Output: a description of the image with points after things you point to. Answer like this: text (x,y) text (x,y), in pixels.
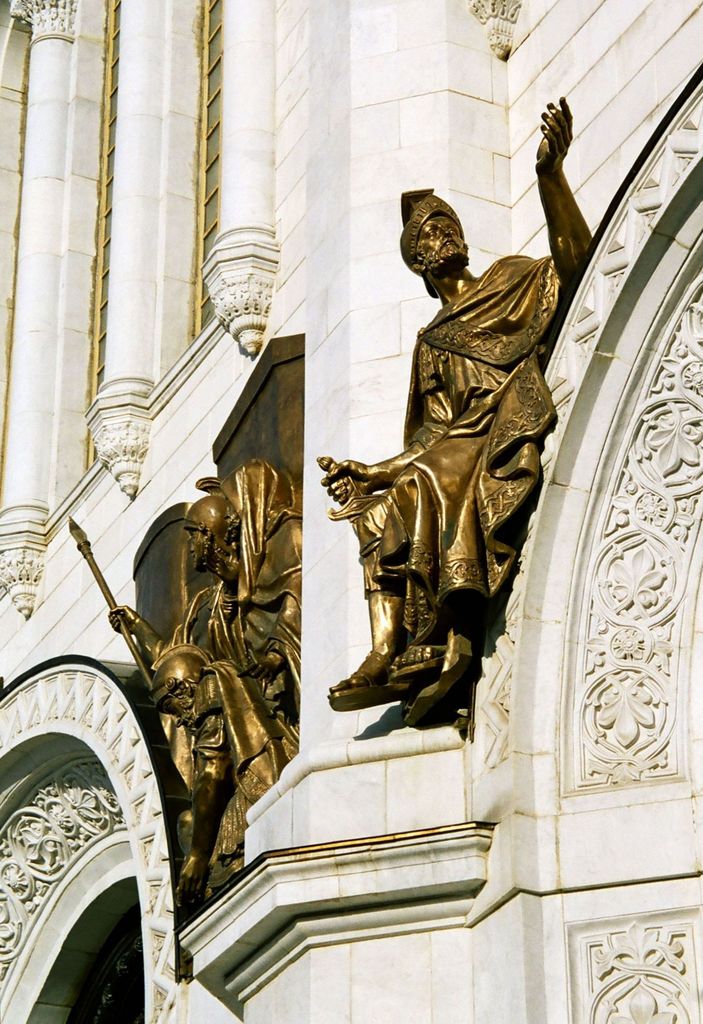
In this image in the center (315,533) there is a building (176,179) and on the building (192,128) there are statues (462,441).
